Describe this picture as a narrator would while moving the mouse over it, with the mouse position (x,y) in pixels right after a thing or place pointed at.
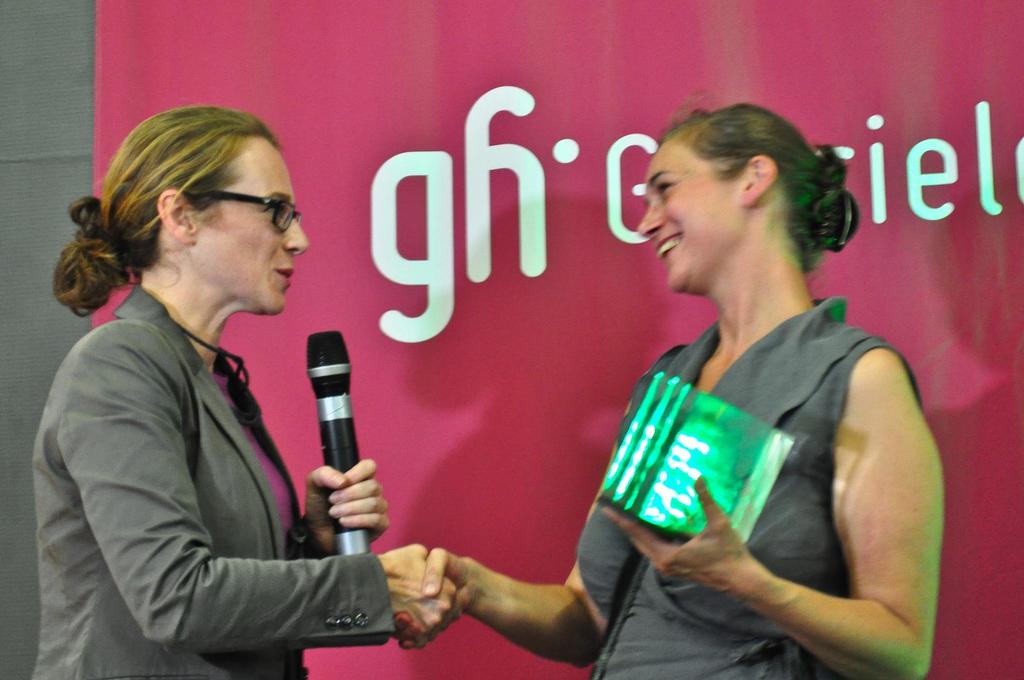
This Image consists of two women (255,274). One is on the left side (215,506) the other one is on the right side (774,506). The one who is on the right side (732,455) is holding a box (620,451), the one who is on the left side (337,453) is a holding a mic (354,543) in her hand (374,491). There is a pink color banner (486,208) behind them.
